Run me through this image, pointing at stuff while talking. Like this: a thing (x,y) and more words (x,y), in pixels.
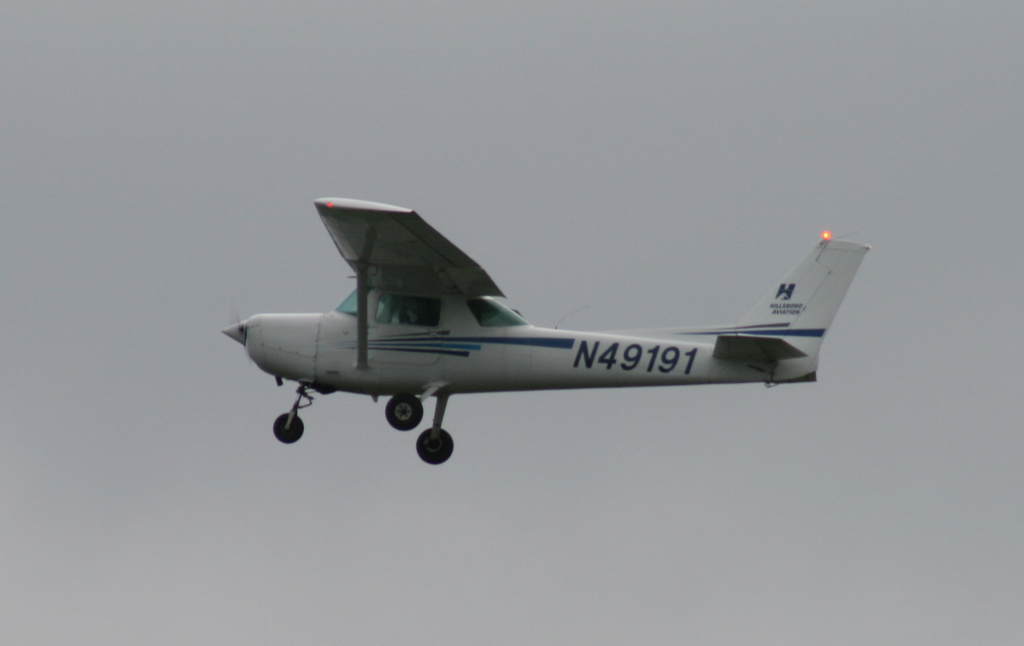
In the picture I can see an aircraft (375,252) flying in the sky (562,325).
